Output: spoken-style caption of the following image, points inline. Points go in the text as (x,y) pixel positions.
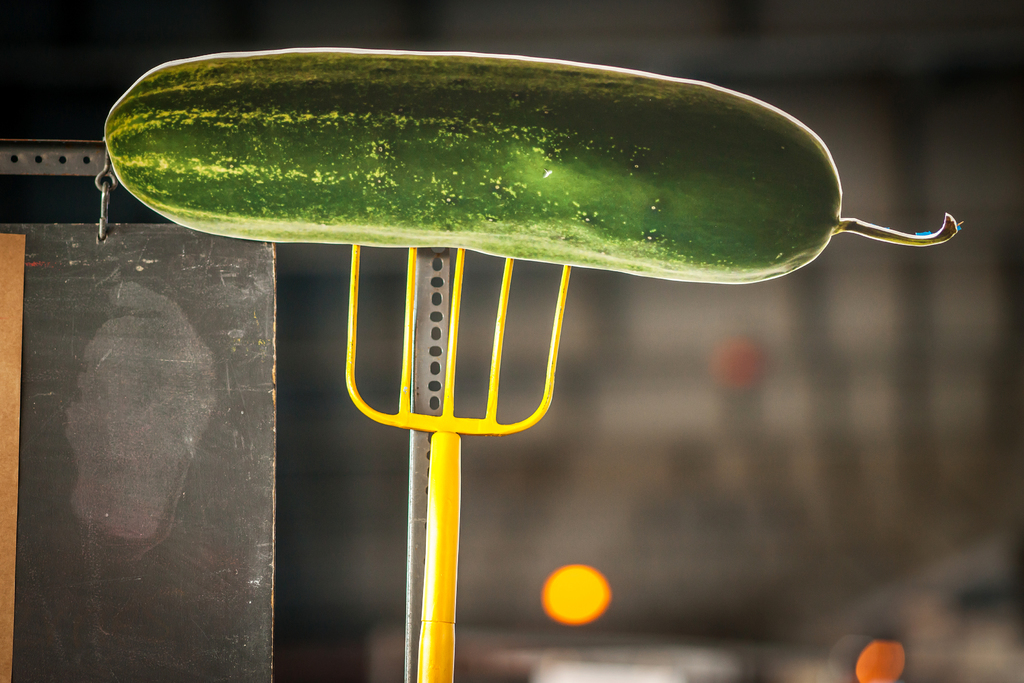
In the foreground of this image (506,419), it seems like a cucumber (389,227) to the fork (426,539) like an object (426,539). On the left (164,472), there is a metal object (187,368) and the background (772,451) image is blurred.
